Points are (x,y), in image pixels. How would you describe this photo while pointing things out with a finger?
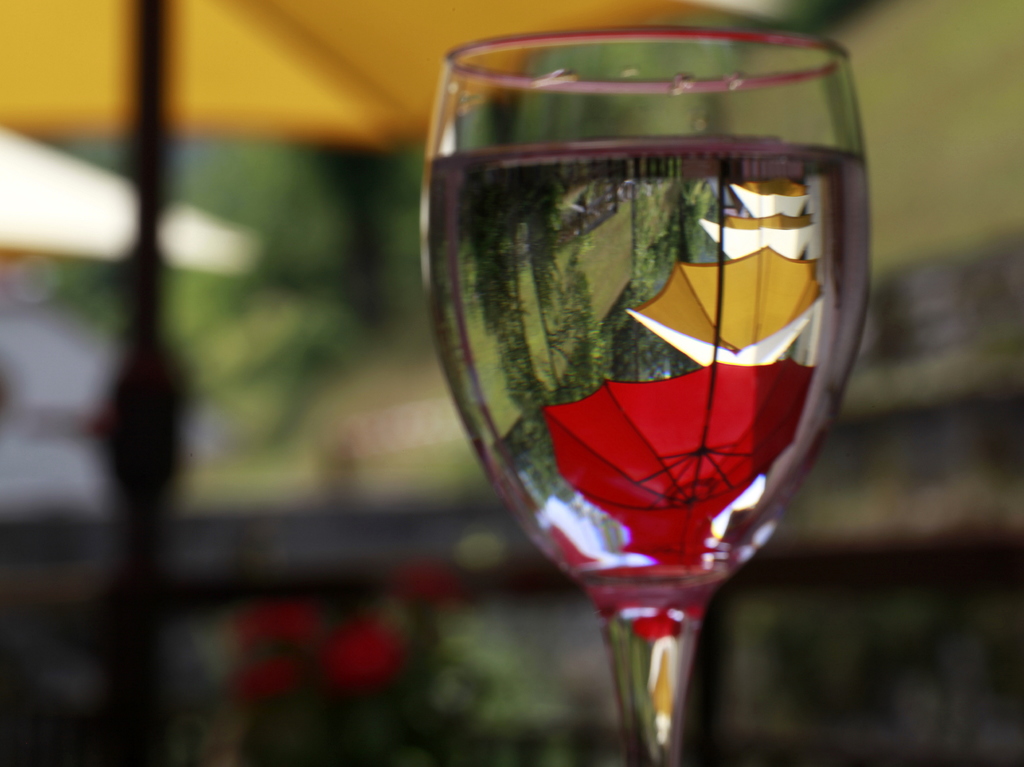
This is a glass (642,443). On the glass (744,444) we can see the reflection (689,470) of umbrellas (745,391) and there is a blur background (94,310).
